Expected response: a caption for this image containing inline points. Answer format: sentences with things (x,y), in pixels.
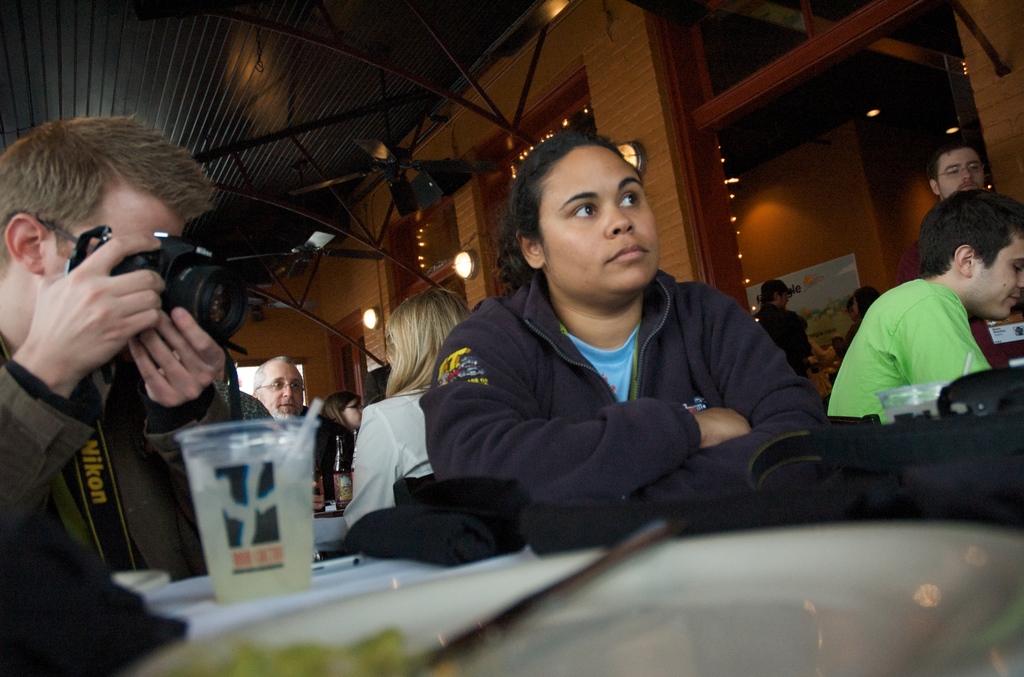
In the picture we can see some people (479,392) are sitting on the chairs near the table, one man (175,374) is holding a camera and capturing something and beside him we can see a woman (708,387) sitting with a black color hoodie (710,302) and behind them also we can see some people (1018,212) are sitting on the chairs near the table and on the table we can see a glass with straw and some papers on it and in the background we can see a wall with some window frames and light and to the ceiling (14,126) also we can see some iron rods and lights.
